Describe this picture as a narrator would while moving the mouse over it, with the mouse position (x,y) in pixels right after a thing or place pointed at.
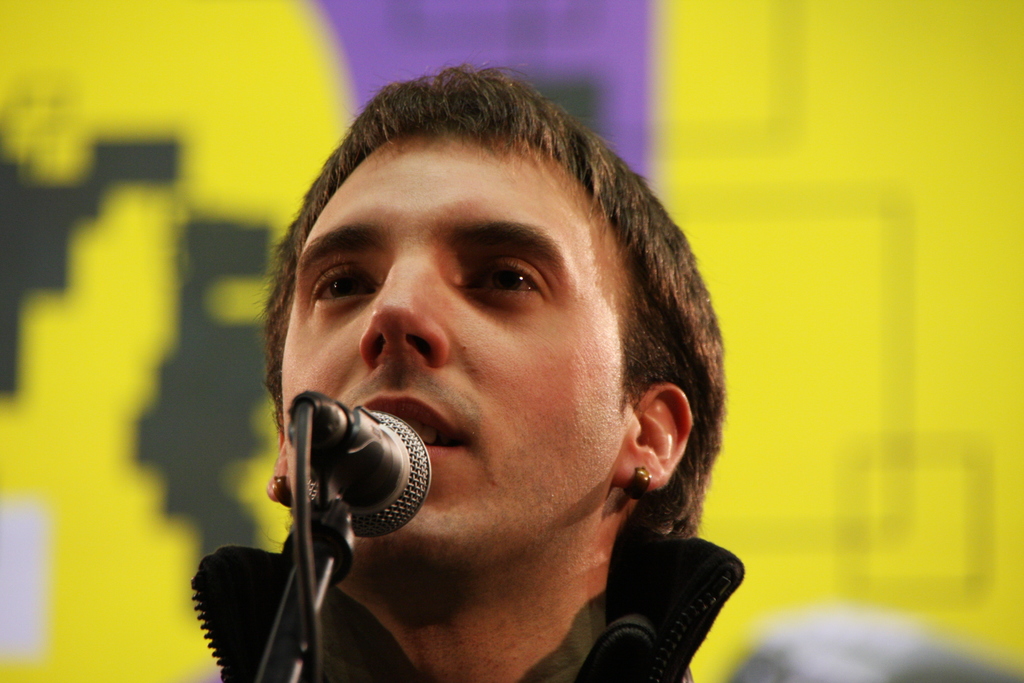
In the image we can see a man (496,500) wearing clothes (536,681) and earrings (641,475). Here we can see microphone (339,435), cable wire (301,498) and the background (804,388) is blurred.
